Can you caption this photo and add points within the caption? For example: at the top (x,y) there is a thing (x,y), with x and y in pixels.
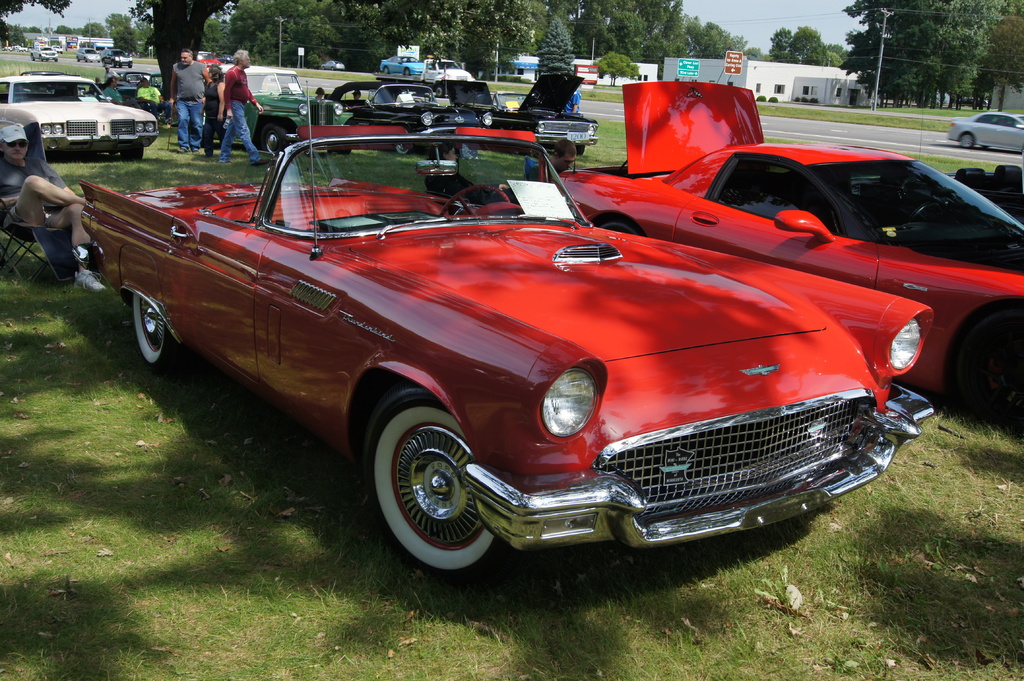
In the center of the image (545,419) there are cars (419,85) and we can see people (230,93) standing. On the left (65,194) there is a man (37,208) sitting. In the background (96,20) there are trees (579,46), buildings (799,93) and sky (834,18).
